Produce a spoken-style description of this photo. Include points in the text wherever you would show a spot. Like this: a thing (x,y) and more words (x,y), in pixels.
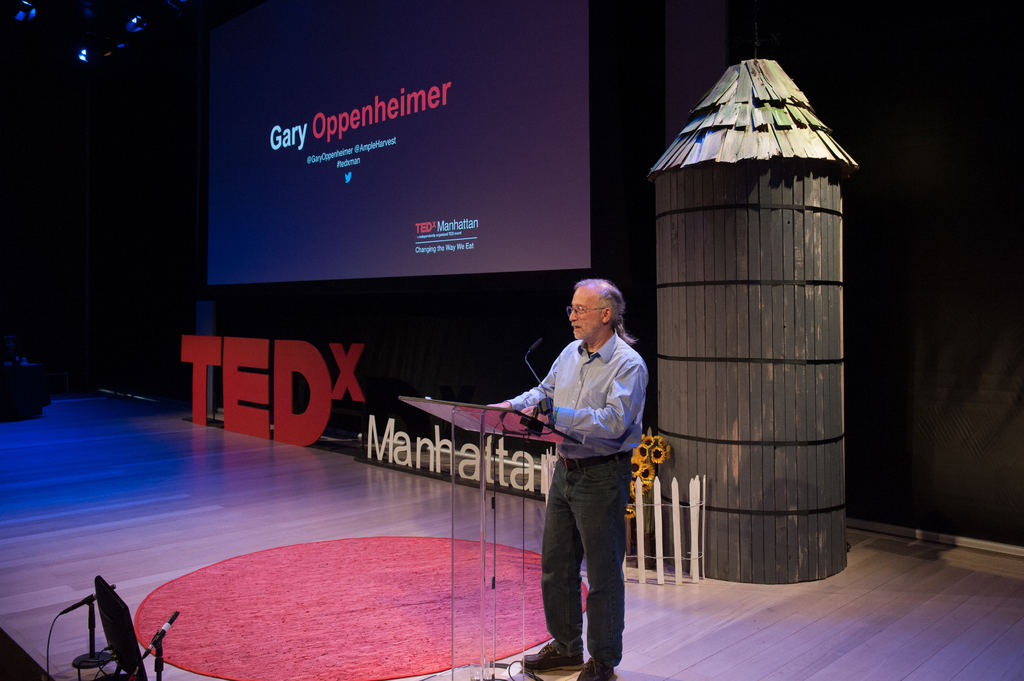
In the center of the image (588,396), we can see a man (588,396) standing and wearing glasses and there is a podium (505,456) and a mic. In the background (254,213), there is a screen (409,175) with some text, some boards (326,410), a booth (685,329), a fence (675,513) and we can see flowers (658,457) and there is a wall (86,192) and we can see some other stands (98,659) and there are lights (106,49). At the bottom (317,578), there is a mat (300,588) on the floor (270,544).
